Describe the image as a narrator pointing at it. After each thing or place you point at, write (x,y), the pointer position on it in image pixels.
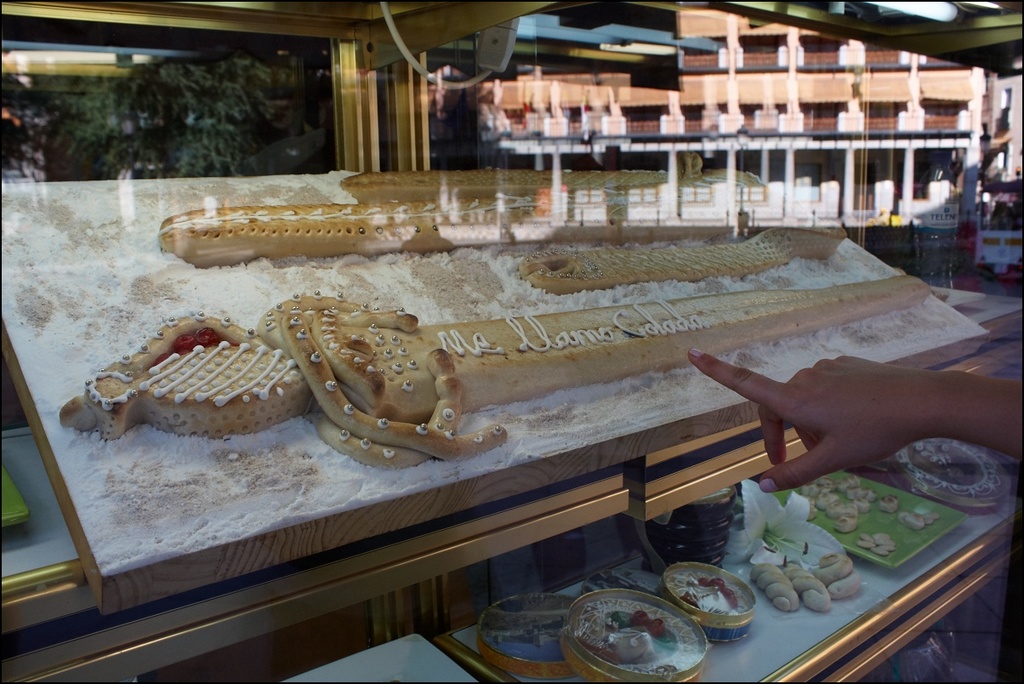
In the foreground of this image (465,361), we can see a bread sword (642,342), and few other bread objects (580,213), three boxes (637,627), a flower (819,545), bread (845,580), and food (828,502) in platter (895,536) are present inside the glass (448,624).
